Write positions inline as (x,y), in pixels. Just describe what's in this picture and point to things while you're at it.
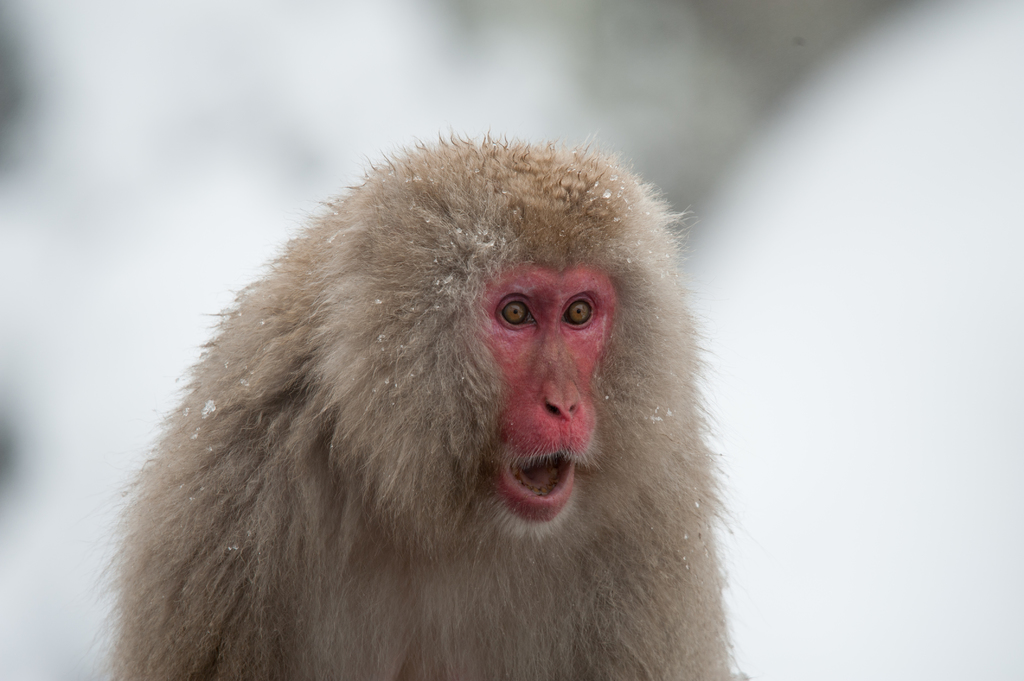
In this image, in the middle (644,445), we can see a monkey (525,457). In the background (726,298), we can see white color.
